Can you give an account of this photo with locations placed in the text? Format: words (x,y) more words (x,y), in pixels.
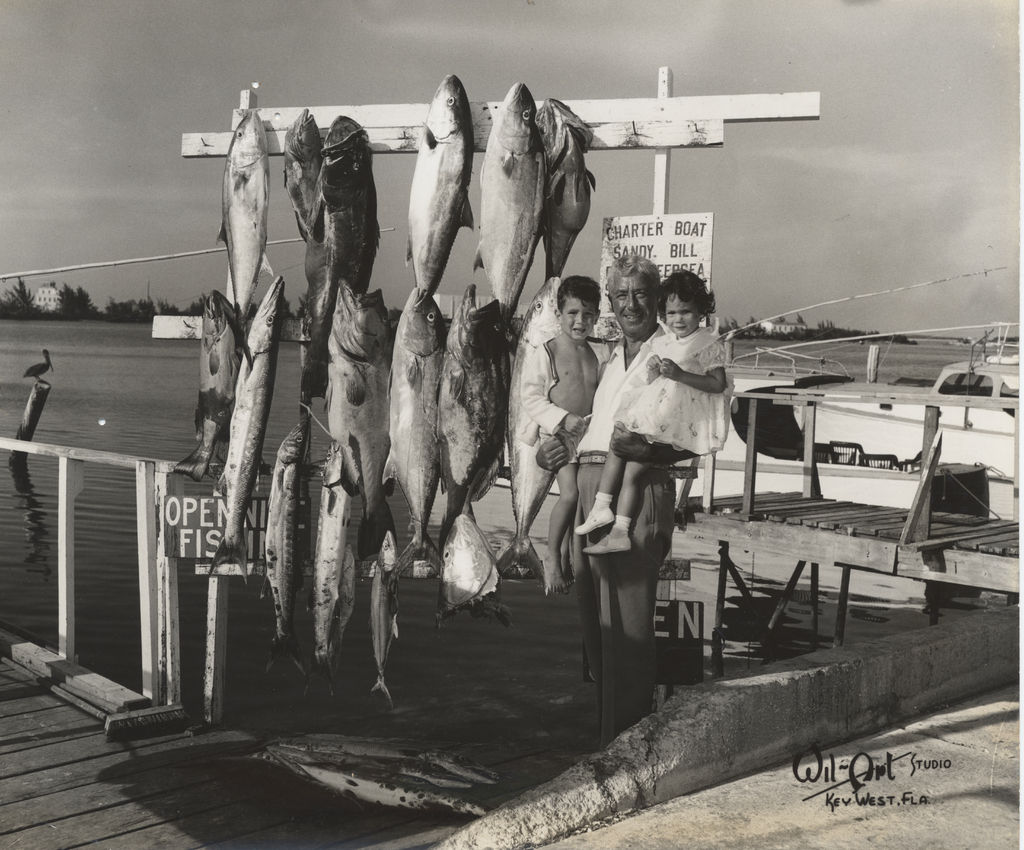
This image consists of three persons (658,493). On the left (318,613), there are fishes (378,539) hanged. Behind them, there is a board (621,229). On the right (851,504), there is a small bridge (875,510) made up of wood (945,520). In the background (904,430), we can see a boat (841,419) and water (127,554). At the bottom (819,833), there is road (948,795). At the top (466,26), there is sky (312,26).
